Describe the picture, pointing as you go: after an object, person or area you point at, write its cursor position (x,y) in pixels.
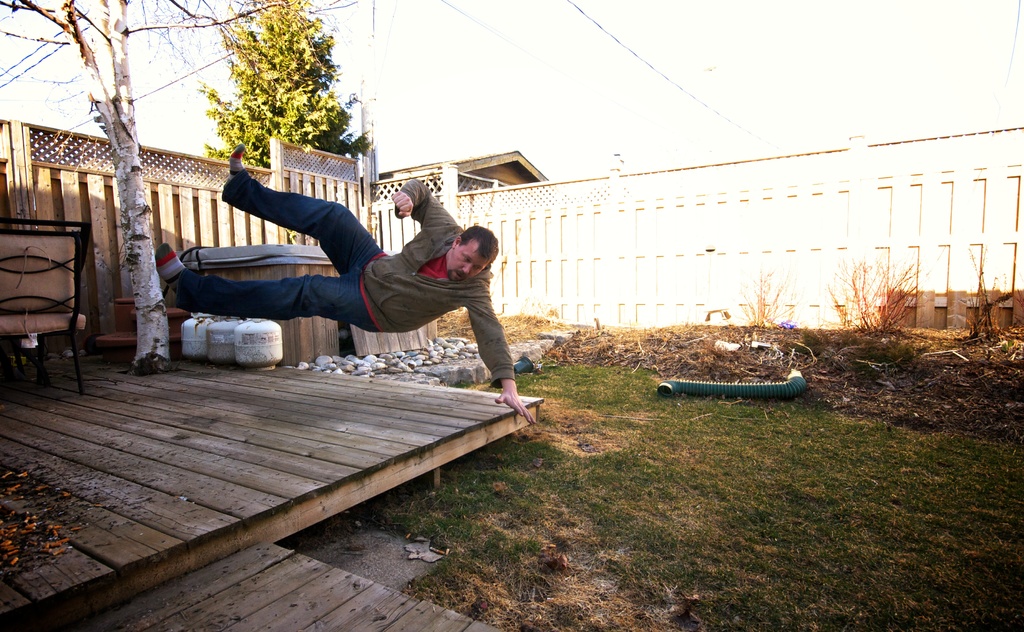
This image is taken outdoors. At the bottom of the image (631,520) there is a ground (654,485) with grass (674,418) on it and there is a wooden platform (233,465). In the background (974,245) there is a wall (463,214) and there are two trees (249,83). On the left side of the image (60,231) there is an empty chair (11,298). In the middle of the image (491,242) a man (168,249) jumps on the wooden platform (368,417).
